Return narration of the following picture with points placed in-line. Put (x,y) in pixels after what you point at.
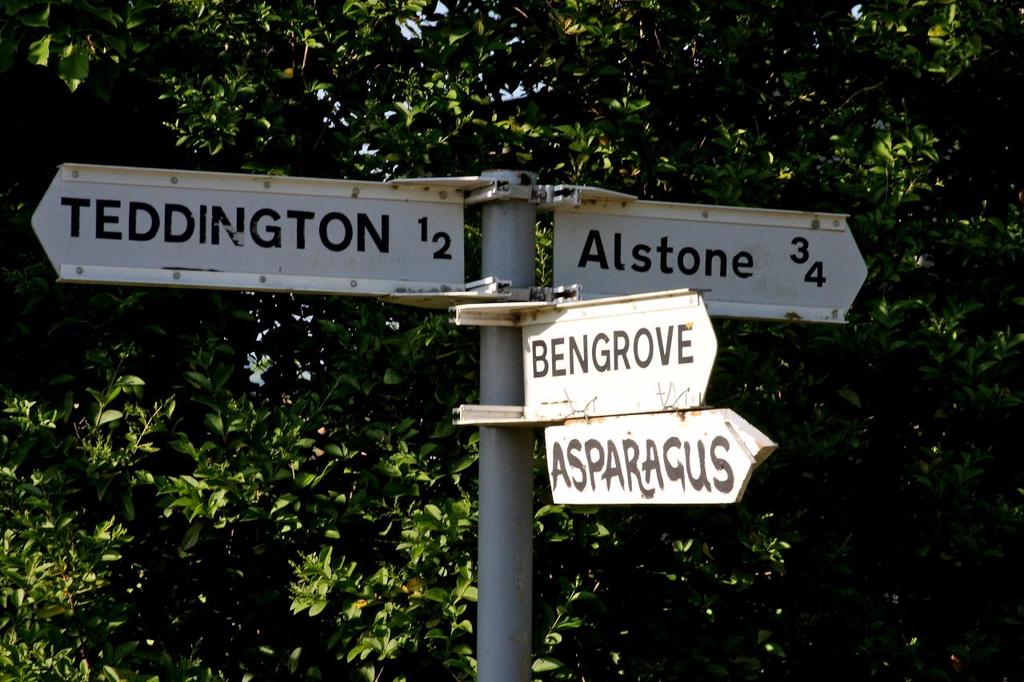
In this picture I can see the boards (607,338) fixed to the pole (526,234). I can see trees (510,154) in the background (348,162).
